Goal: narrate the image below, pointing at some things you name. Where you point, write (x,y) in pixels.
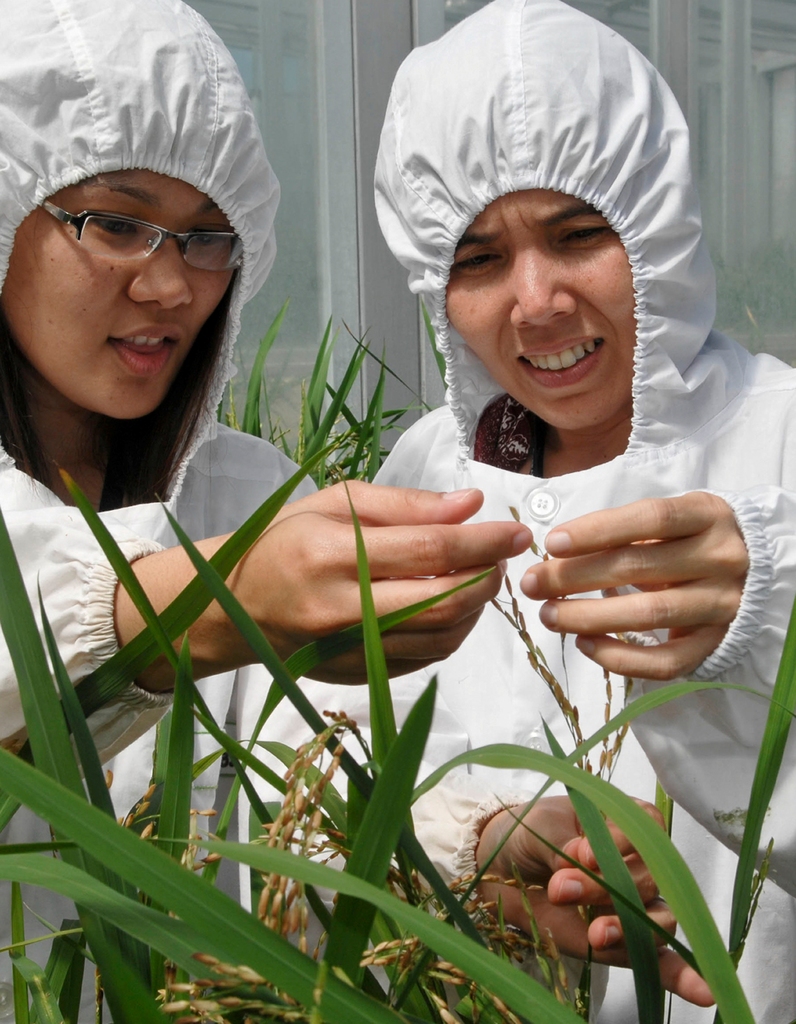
In this picture, we see two girls (376,528) in white dress (737,704) are holding a paddy crop (533,759) in their hands (554,840). At the bottom of the picture (315,795), we see a plant (421,912). Behind them, we see a glass door (338,124) or a window (606,8).
